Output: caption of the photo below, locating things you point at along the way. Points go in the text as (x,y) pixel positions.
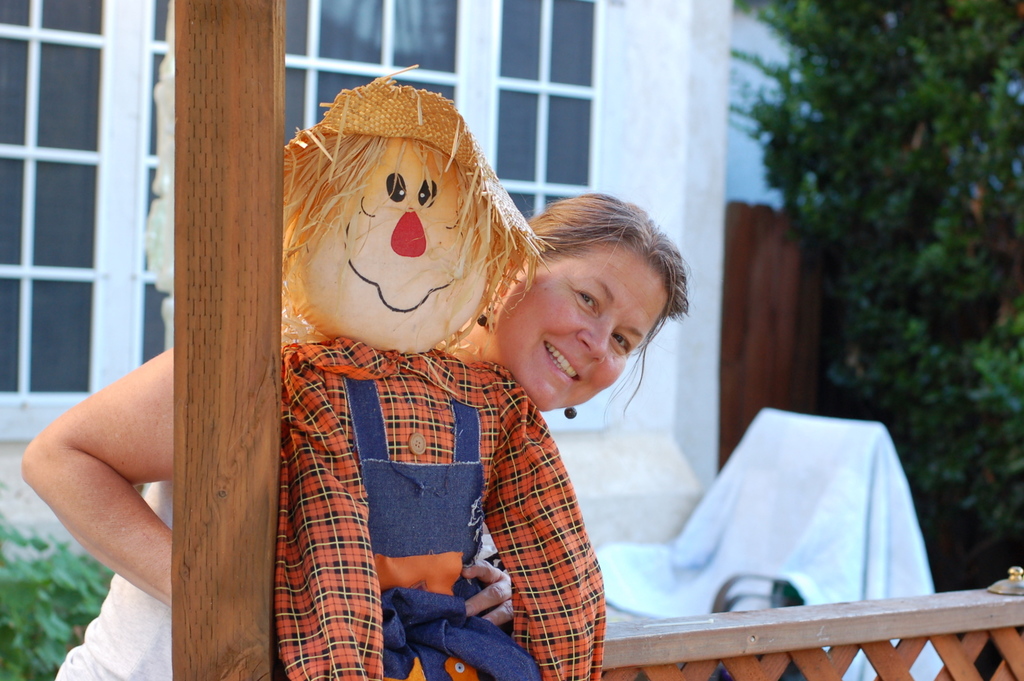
In this picture there is a woman (592,243) behind the hand grill (750,627). She is holding a toy (427,503). Beside the toy (308,431), there is a wooden pole (267,311). The toy (319,483) is wearing a check shirt (446,460). In the background (112,178) there is a building (517,163). Towards the right (935,257), there is a tree (944,390).
